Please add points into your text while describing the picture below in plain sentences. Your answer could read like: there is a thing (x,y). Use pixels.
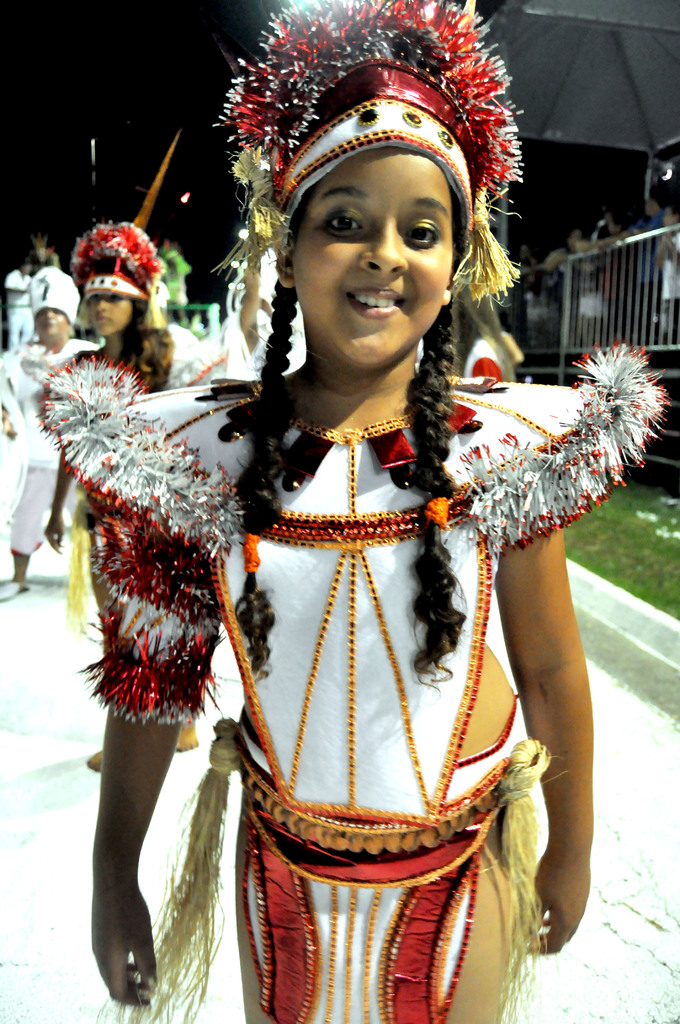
In this image I can see few people (220,383) and I can see all of them are wearing costumes (48,248). On the right side of this image (674,598) I can see grass (639,502), railing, a white colour thing (547,119) and few more people (570,248). I can also see this image is little bit blurry in the background (547,309).
